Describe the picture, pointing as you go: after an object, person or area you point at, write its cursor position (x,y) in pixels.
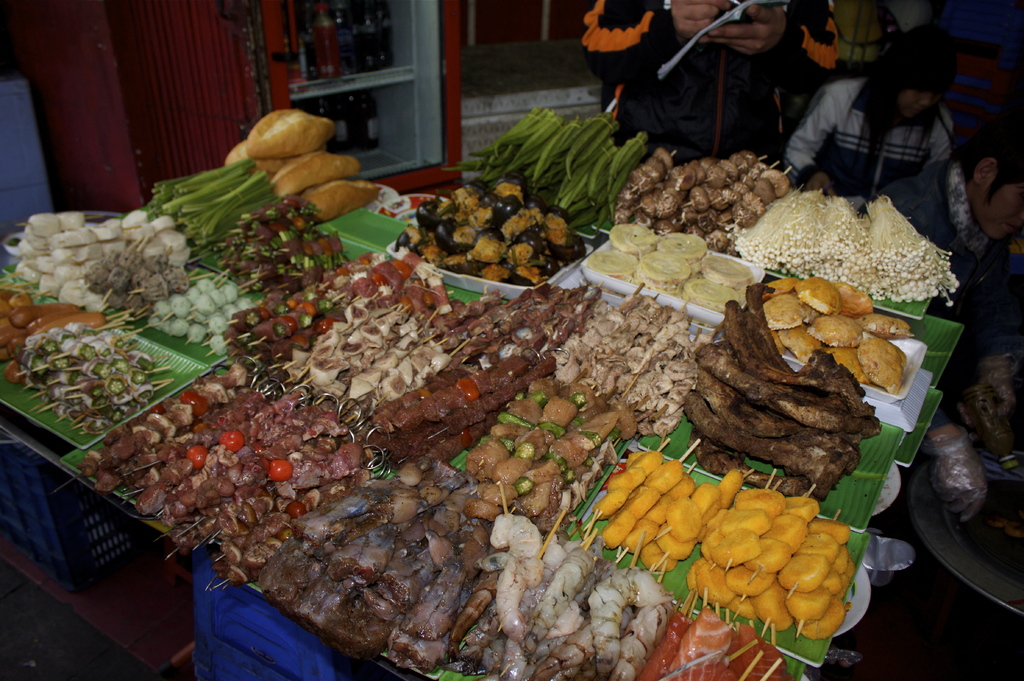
In this image there are food items (311,259) arranged in an order on the plates (794,364), on the table (38,439) which is on the plastic containers (194,605), and at the background (376,43) there are group of people (922,33), bottles (377,103) in the refrigerator (412,21).
